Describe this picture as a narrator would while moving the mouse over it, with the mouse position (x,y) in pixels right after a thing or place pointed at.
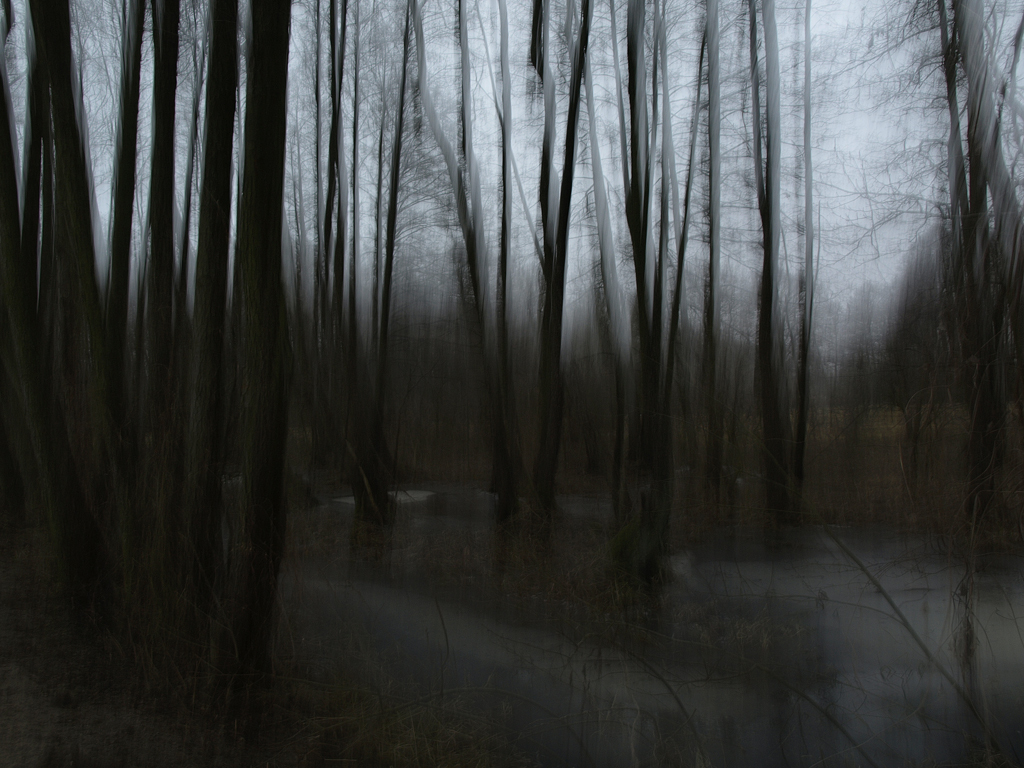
In this picture, we see the trees (692,457). In the background (586,198), we see the trees (675,274) and the sky (526,235). At the bottom (454,675), we see the grass (435,723) and water (691,680). This picture is blurred.
